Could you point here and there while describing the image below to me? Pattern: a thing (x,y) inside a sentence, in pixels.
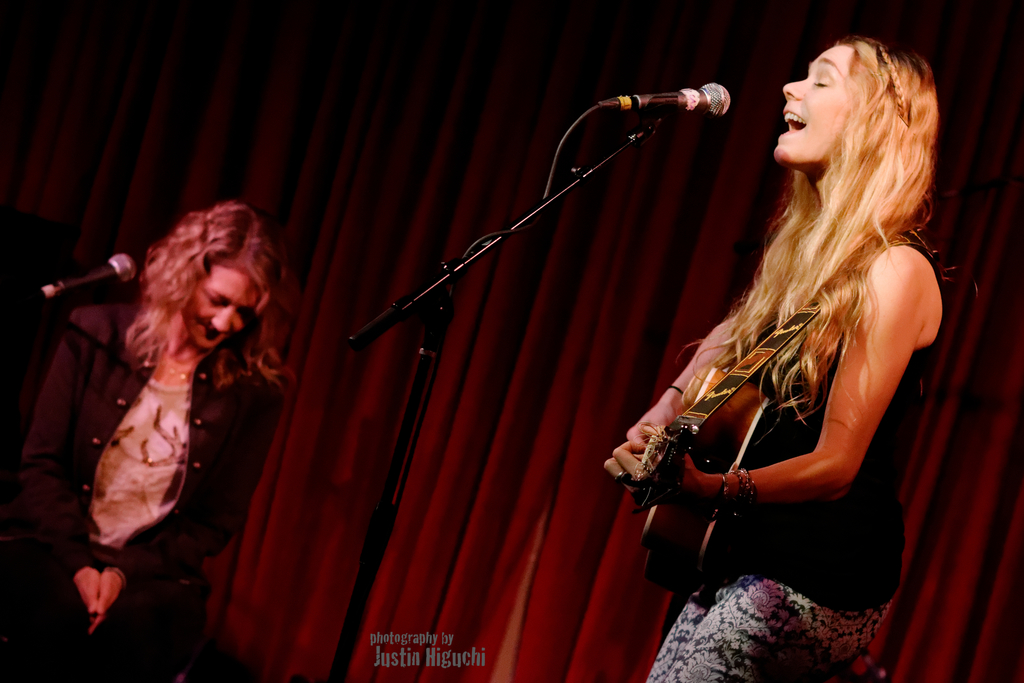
In the image we can see two persons (221,471) one is standing and holding guitar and they were smiling. In the background (150,175) there is a curtain (545,138).
